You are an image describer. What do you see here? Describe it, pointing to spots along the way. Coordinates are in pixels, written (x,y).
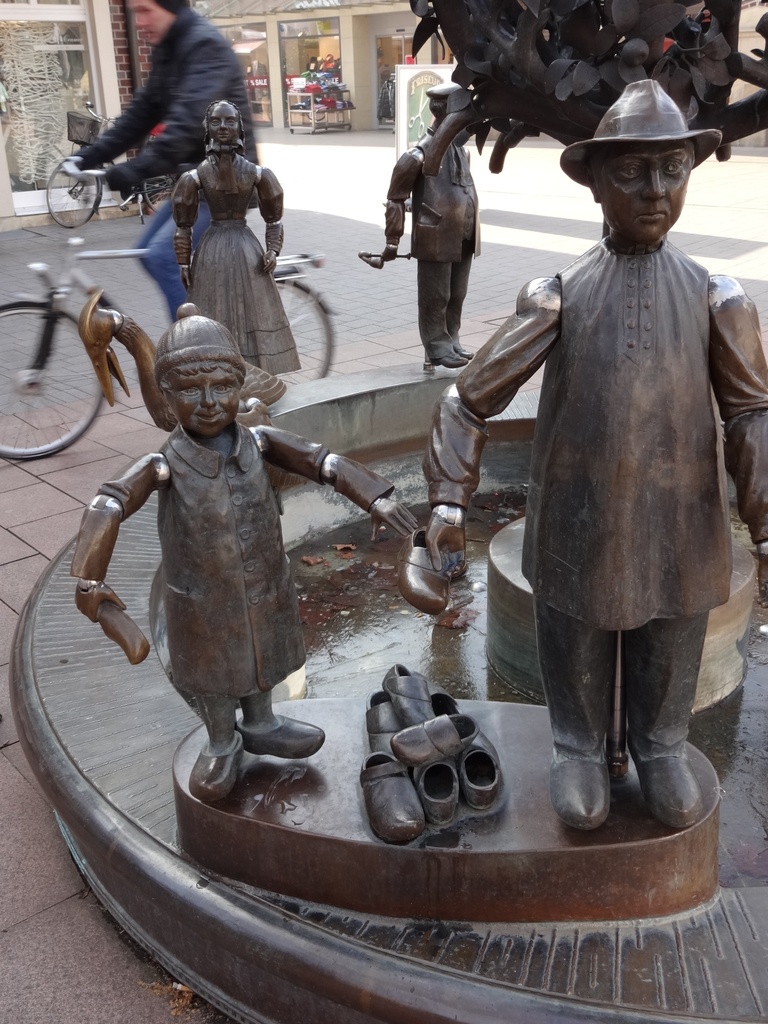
In the picture we can see statues (290,632), there is a person (131,119) riding bicycle (310,264) and in the background of the picture (67,62) there are some shops (76,60).
